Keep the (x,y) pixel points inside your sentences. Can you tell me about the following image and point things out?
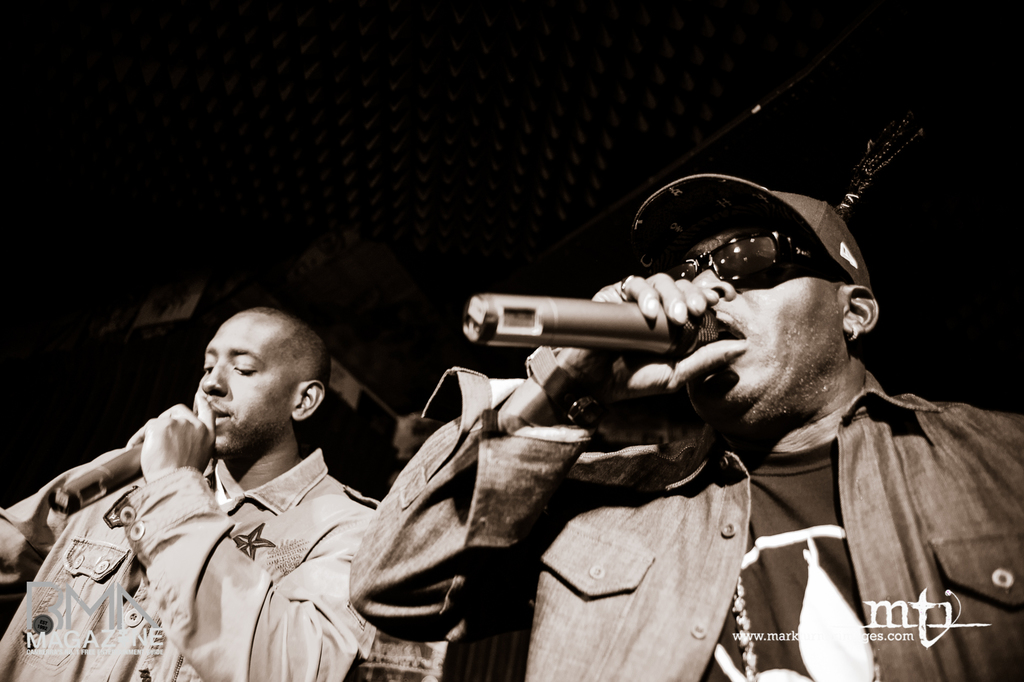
In the given image we can see two person (519,525). This is a micro phone (552,337), the right side person (629,518) is wearing cap (840,257) and goggle (771,259). This is a watermark (912,618).
